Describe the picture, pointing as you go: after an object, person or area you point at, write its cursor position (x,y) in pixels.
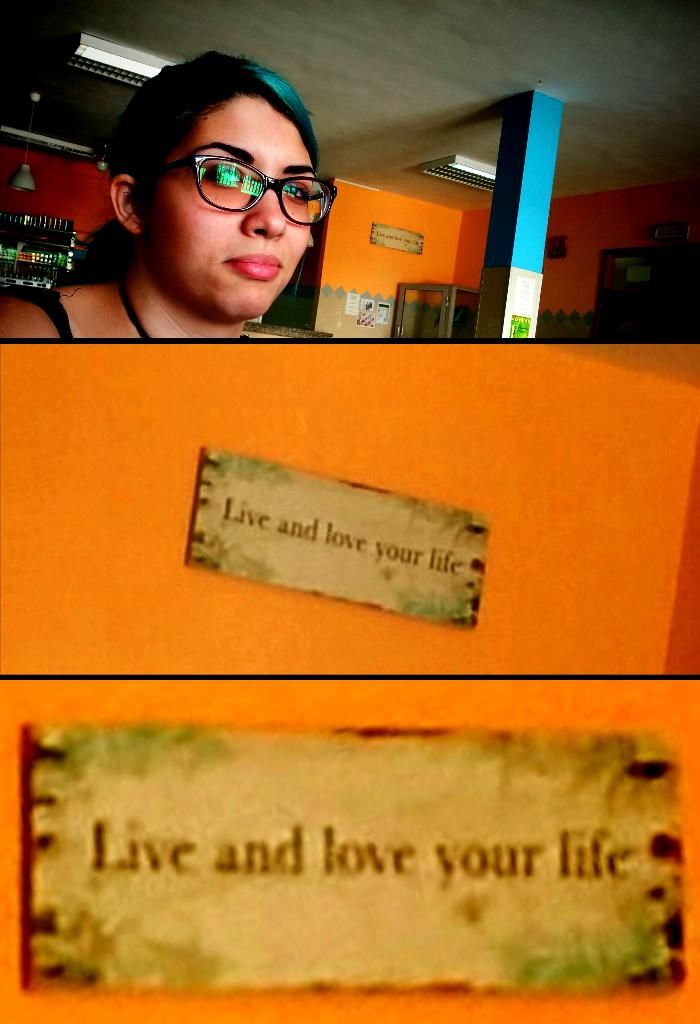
In this image there is a wall (516,616). There are two boards (645,800) on the wall (508,573). There is a person (176,296) in front of the wall (485,389). There is roof (379,88) with lights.
